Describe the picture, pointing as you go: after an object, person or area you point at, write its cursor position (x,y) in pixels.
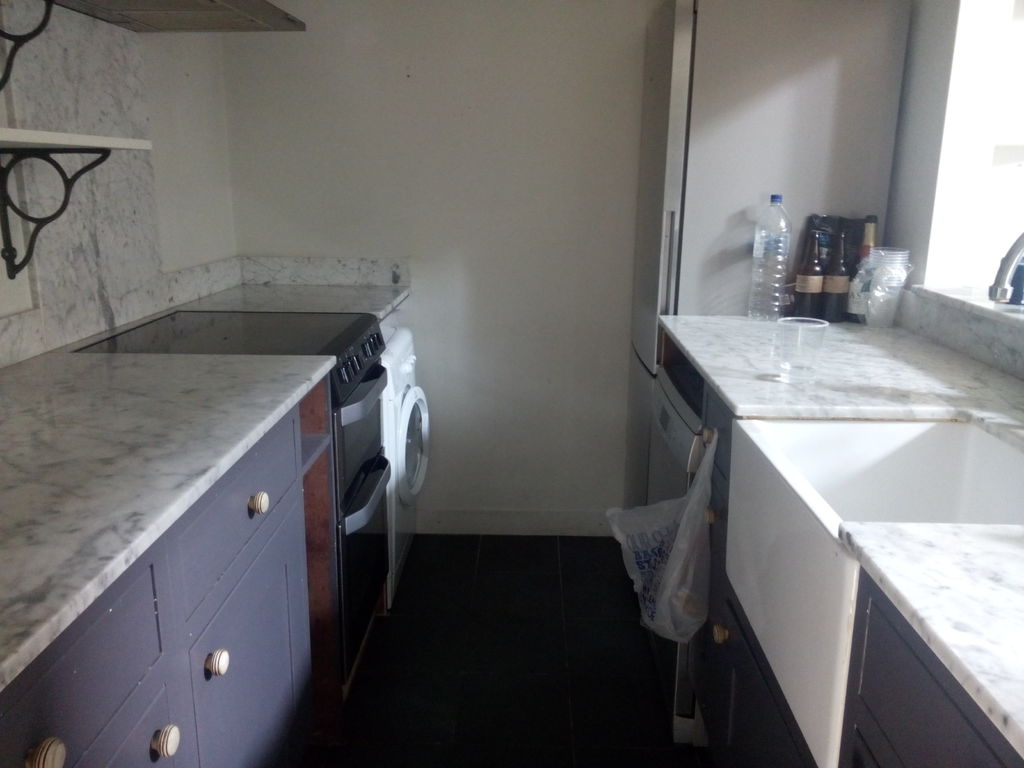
In this picture there is a washing machine (386,340), oven (381,515) and shelf (314,588) also there is a wash basin (818,468), empty disposable glasses (808,320), Bottles (859,283) And water bottle (758,278) is also refrigerator (659,165) and there is plastic cover (636,566) hang over here.
